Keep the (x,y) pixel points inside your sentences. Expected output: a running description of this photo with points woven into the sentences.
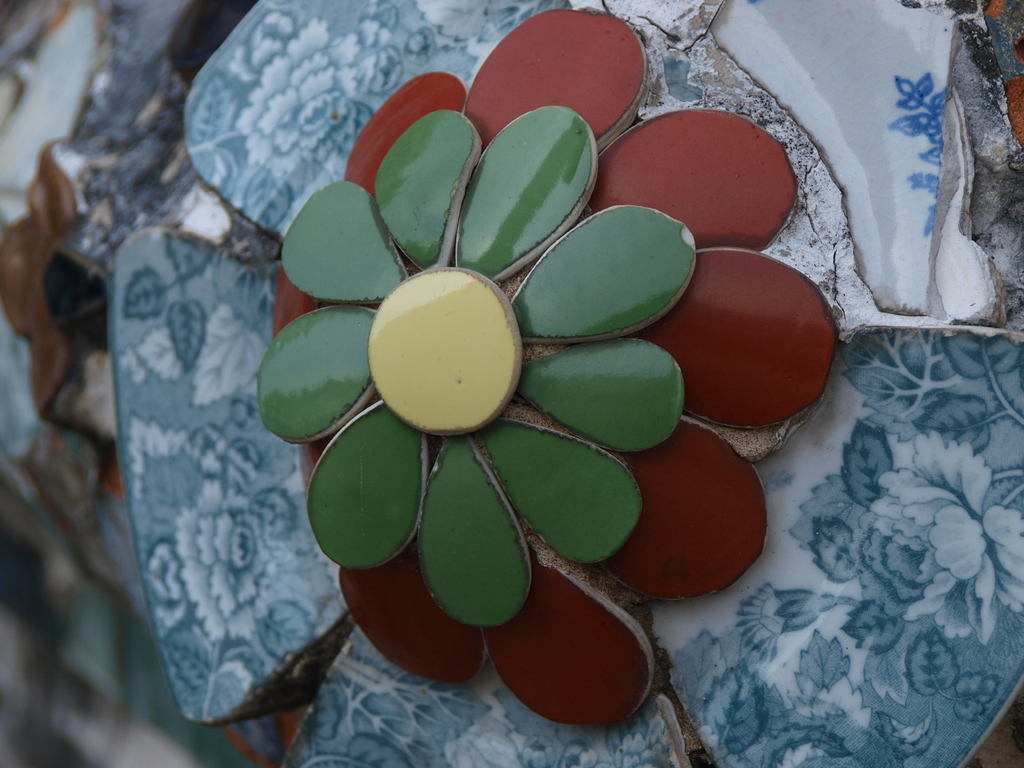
In this image we can see an architecture of flower (556,483) and it is in multiple colors.
